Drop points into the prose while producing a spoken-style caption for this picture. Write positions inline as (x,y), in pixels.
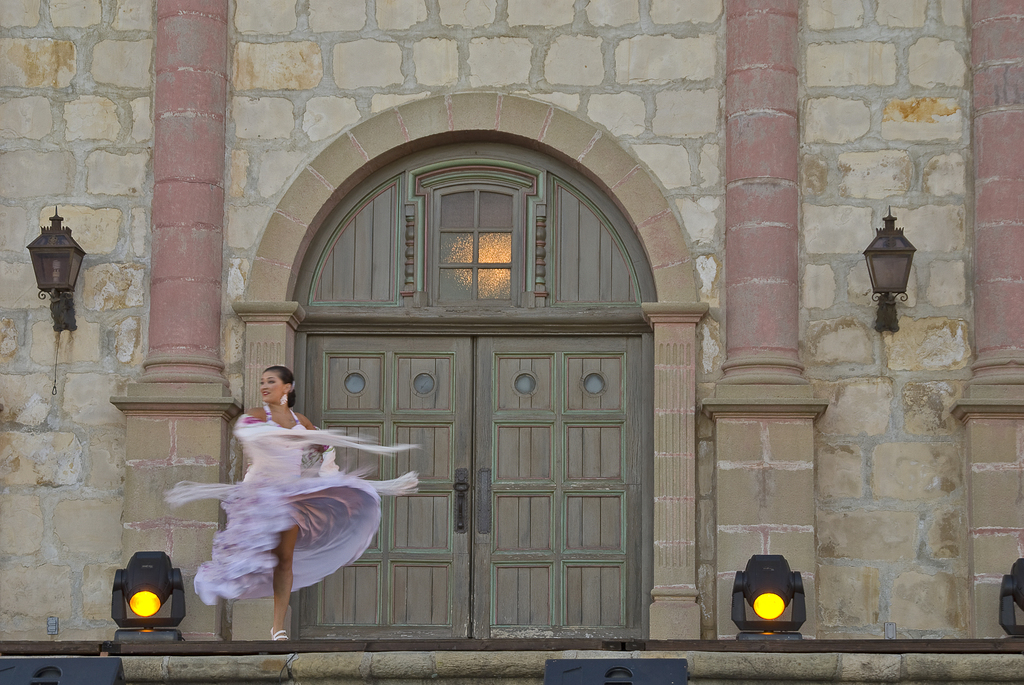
In this image there are pillars (1005,165), lamps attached to the wall (924,367), door (556,388) visible in the middle (543,393), in front of a door (536,396) there is a woman (264,397) beside the woman (282,412) there are two lights (119,589) visible on floor (362,642) at the bottom (133,586).
